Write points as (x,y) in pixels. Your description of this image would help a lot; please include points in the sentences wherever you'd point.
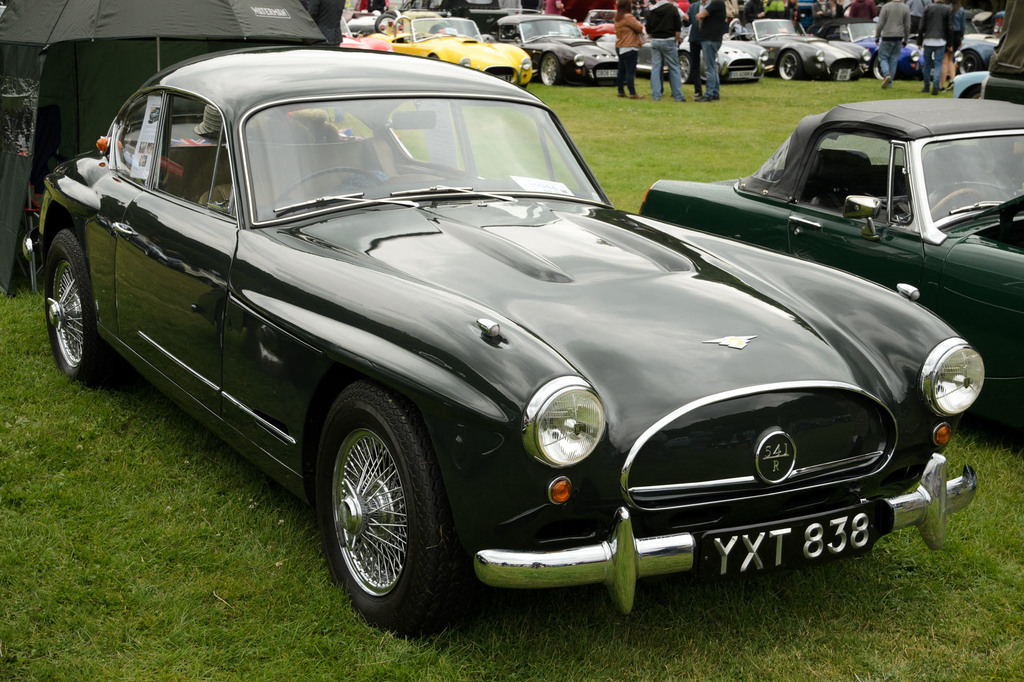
In this picture there are cars (625,319) in series in the center of the image (563,291) and at the top side of the image (461,40), there are people (673,1) at the top side of the image (666,20) and there is grassland (3,370) around the area of the image.
